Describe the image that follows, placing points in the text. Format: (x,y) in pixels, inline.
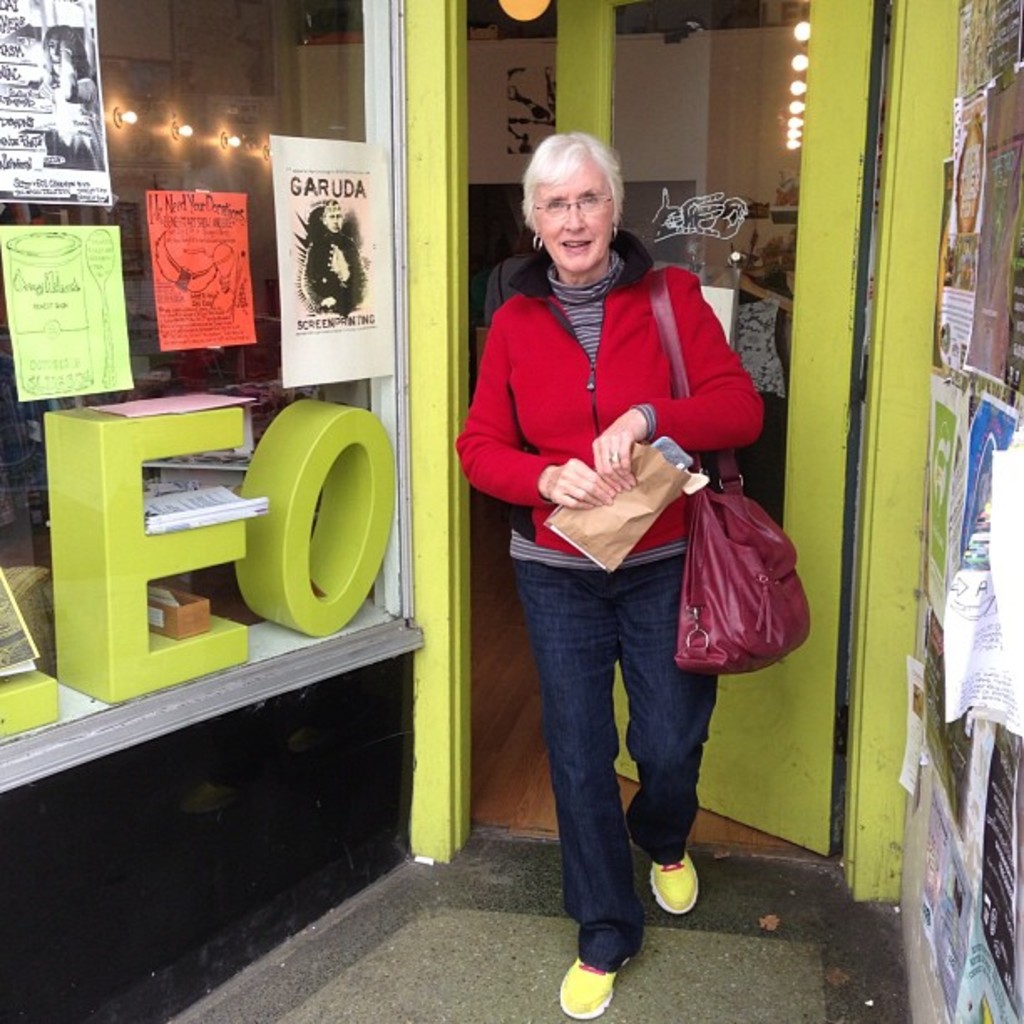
I think this picture is outside the store (499,201). There is a woman (568,391) walking outside of the store (333,895). At the back (751,175) there is a door (762,231) and at the right (975,144) there are posters (975,527) on the wall (929,808) and at the top (793,112) there are lights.
